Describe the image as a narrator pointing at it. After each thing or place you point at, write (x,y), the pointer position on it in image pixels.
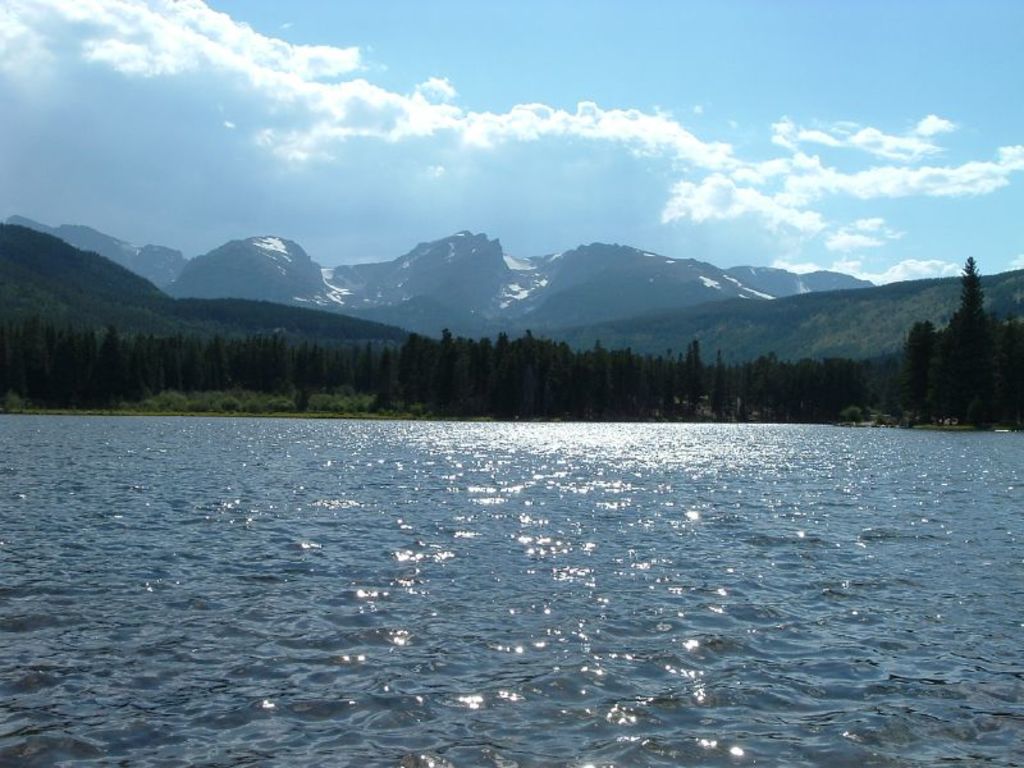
In this picture we can see water (657,677), trees (447,388), mountains (707,321) and in the background (135,131) we can see the sky (569,68) with clouds (296,157).
